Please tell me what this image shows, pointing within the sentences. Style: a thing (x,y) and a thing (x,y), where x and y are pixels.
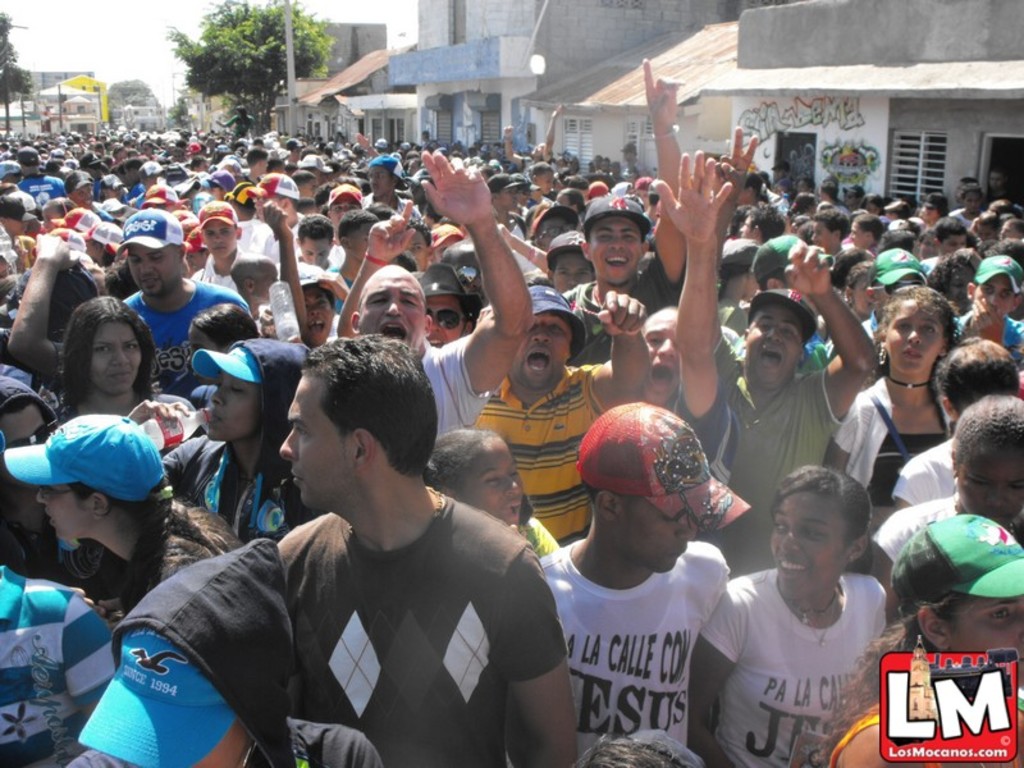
This picture is clicked outside. In the foreground (652,503) we can see the group of persons (306,399). In the background (396,16) there is a sky (113,33), trees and buildings (365,106) and some poles (288,97). At the bottom right corner (939,706) there is a text (966,720) on the image.
